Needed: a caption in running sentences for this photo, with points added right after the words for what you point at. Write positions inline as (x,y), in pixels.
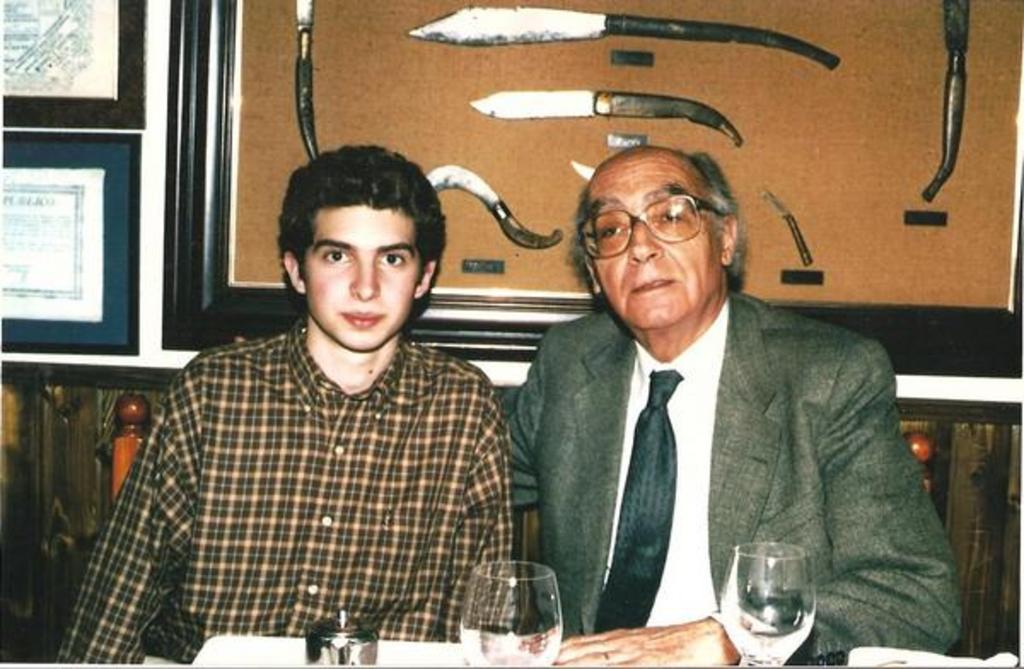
In this picture we can see two men (440,456), in front of them we can find few glasses (792,550) and other things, behind them we can see few knives (509,13) and other tools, also we can see few frames (209,184) on the wall (143,280).
